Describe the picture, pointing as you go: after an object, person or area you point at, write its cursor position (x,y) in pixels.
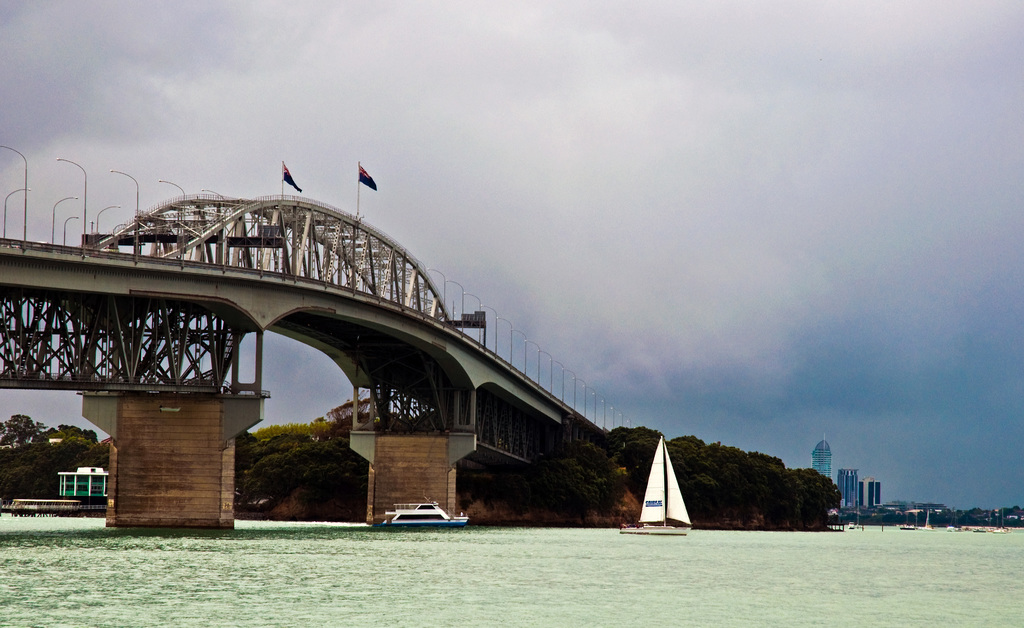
In this image at the bottom (728,557) there is a river (418,591), in that river (254,590) there are some boats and on the left side (146,315) there is a bridge (494,416) and some poles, flags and lights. And on the right side (881,512) there are some buildings (843,503) and trees (933,519), on the top of the image (451,123) there is sky (412,123).
